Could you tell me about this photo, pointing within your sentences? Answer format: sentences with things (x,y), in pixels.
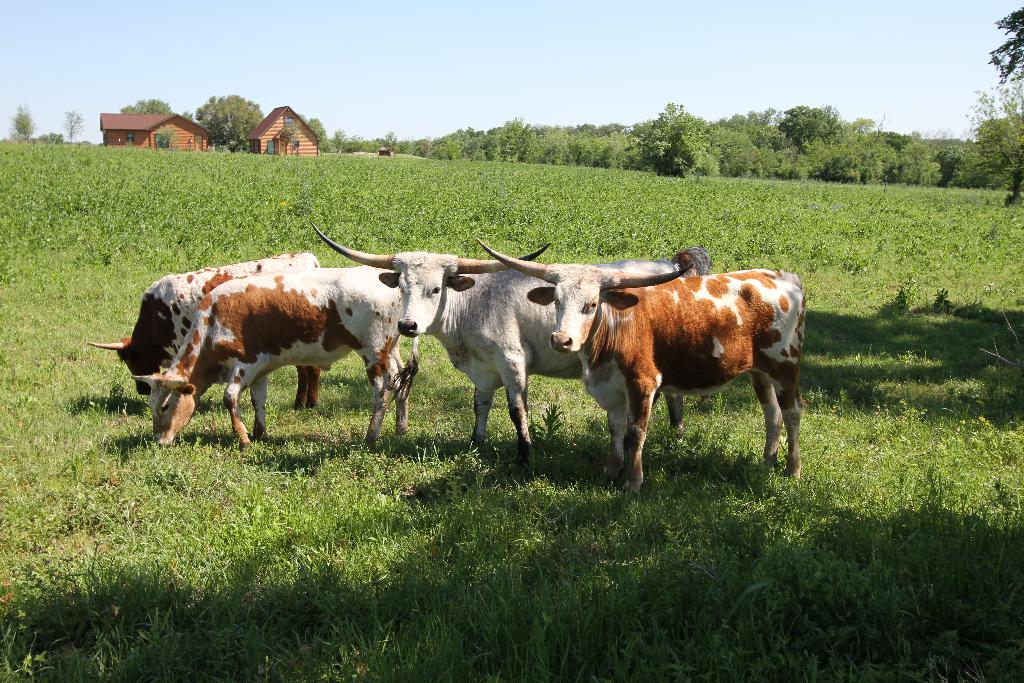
In this image I can see few animals (338,346), they are in white and brown color. In the background (317,136) I can see few houses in brown color, trees (598,155) in green color and the sky (488,34) is in white and blue color.
